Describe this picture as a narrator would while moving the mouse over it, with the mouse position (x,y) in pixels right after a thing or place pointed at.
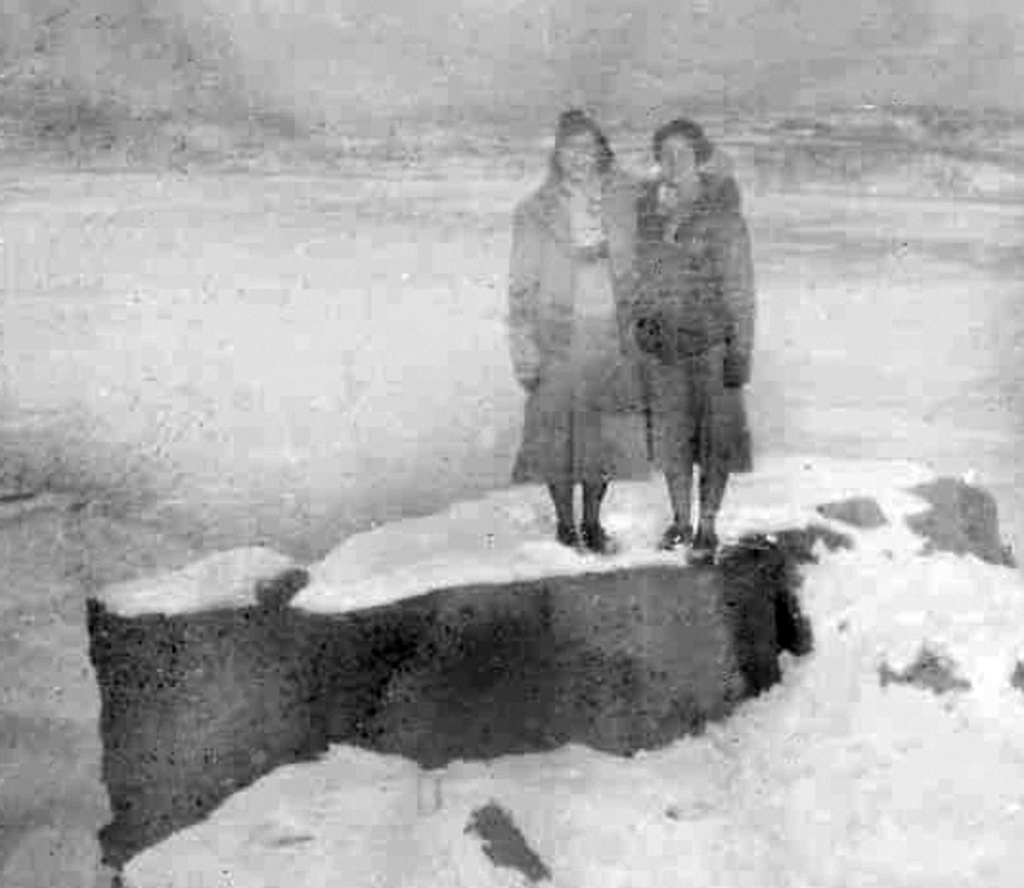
I see this is a blurred image and I see 2 persons (664,284) over here who are on the white surface (545,836) and it is grey and white in the background (186,244).
